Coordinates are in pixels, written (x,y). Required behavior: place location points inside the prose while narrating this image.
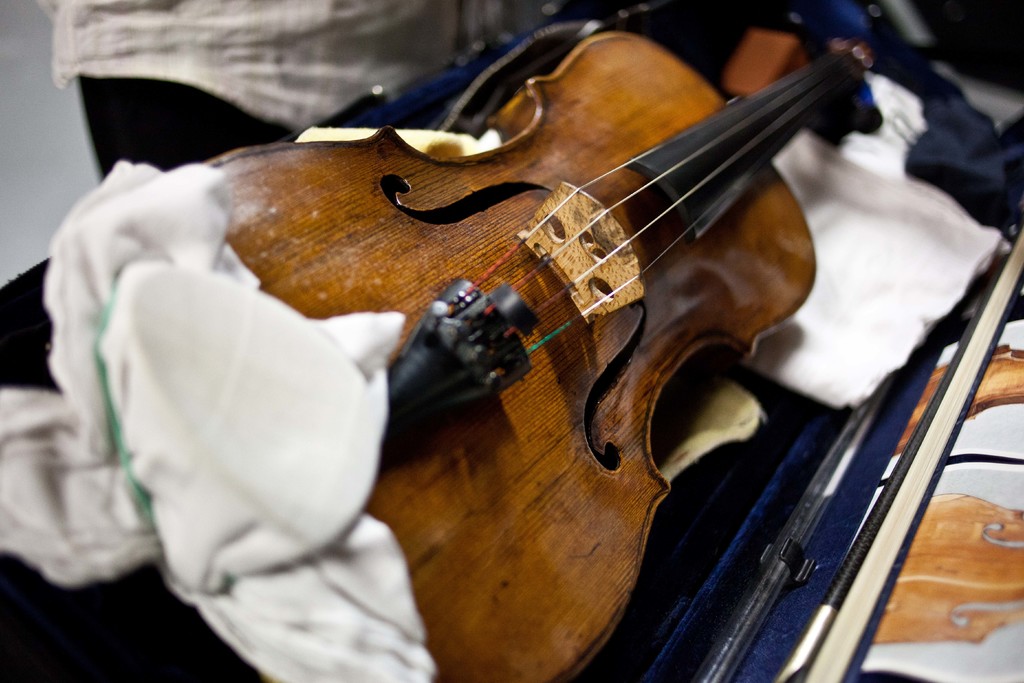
In this picture we can able to see a violin (553,208) on violin case (730,513). Beside this violin (289,223) a person (229,49) is standing.
